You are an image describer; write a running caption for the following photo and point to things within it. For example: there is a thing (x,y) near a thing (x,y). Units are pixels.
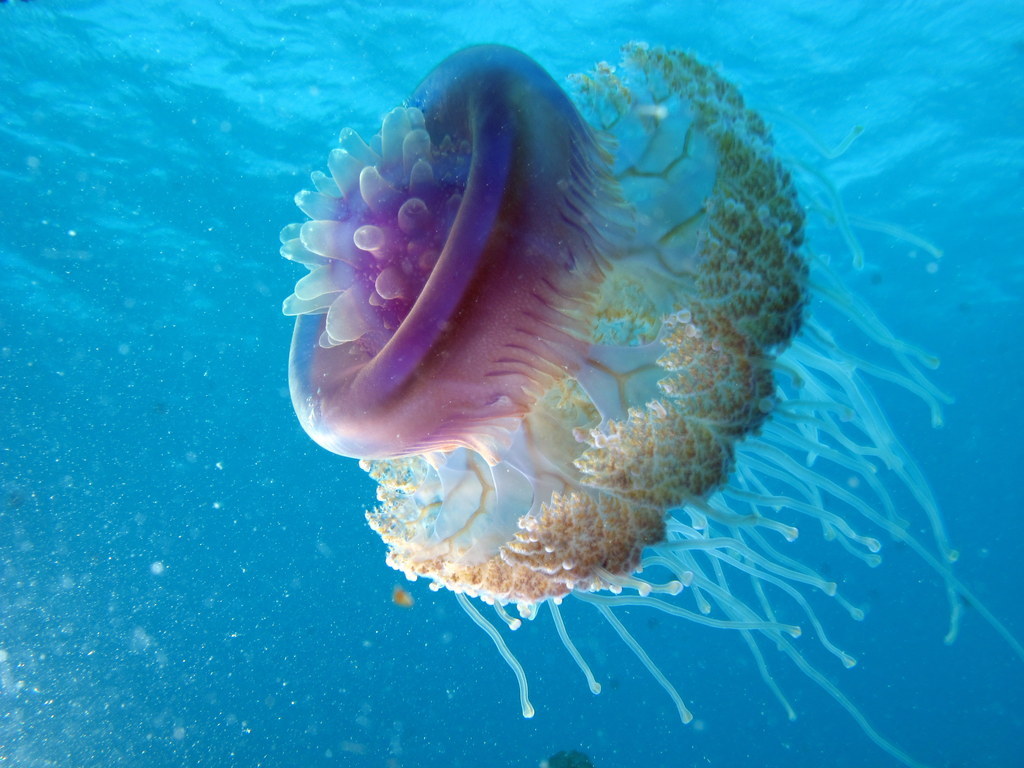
In this picture we can see a jellyfish (539,347) in the water (176,470).
